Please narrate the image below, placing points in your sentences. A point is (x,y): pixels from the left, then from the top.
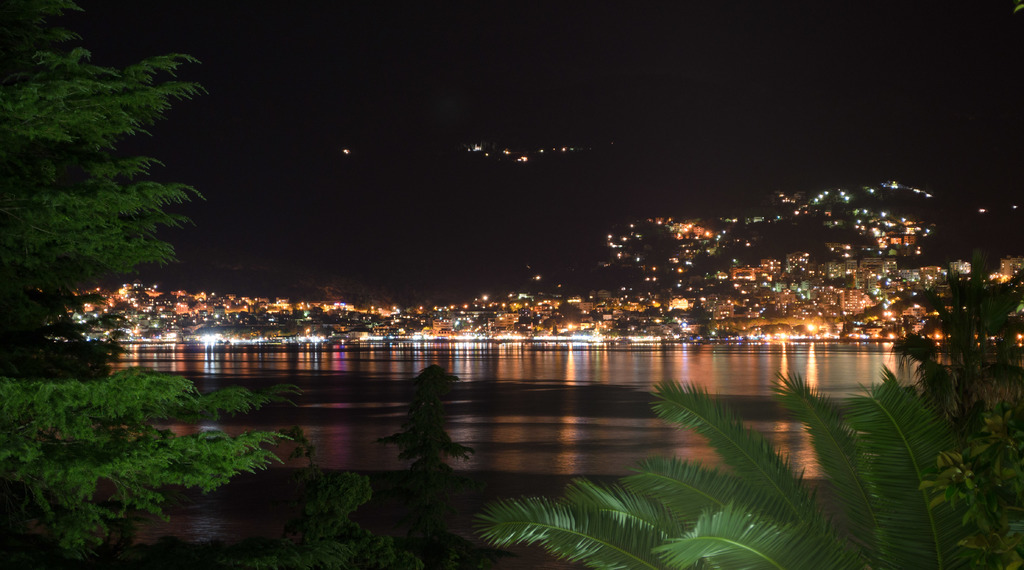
In this image we can see water (639,397), behind the water (561,355) we can see a few houses (632,310) with the lighting (589,313) and also a mountain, there are also few trees (713,513).
